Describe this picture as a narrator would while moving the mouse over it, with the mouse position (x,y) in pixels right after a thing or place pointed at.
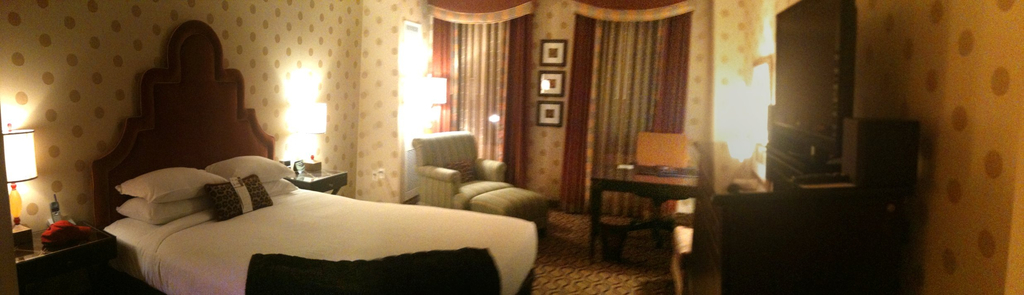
This image is taken inside where we can see bed (280,226), pillows (192,184), cot (187,155), table (71,245), lamp (12,158), phone (58,205), wall (108,34), curtains (514,23), sofa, photo frames (555,50) and the floor (567,215).
